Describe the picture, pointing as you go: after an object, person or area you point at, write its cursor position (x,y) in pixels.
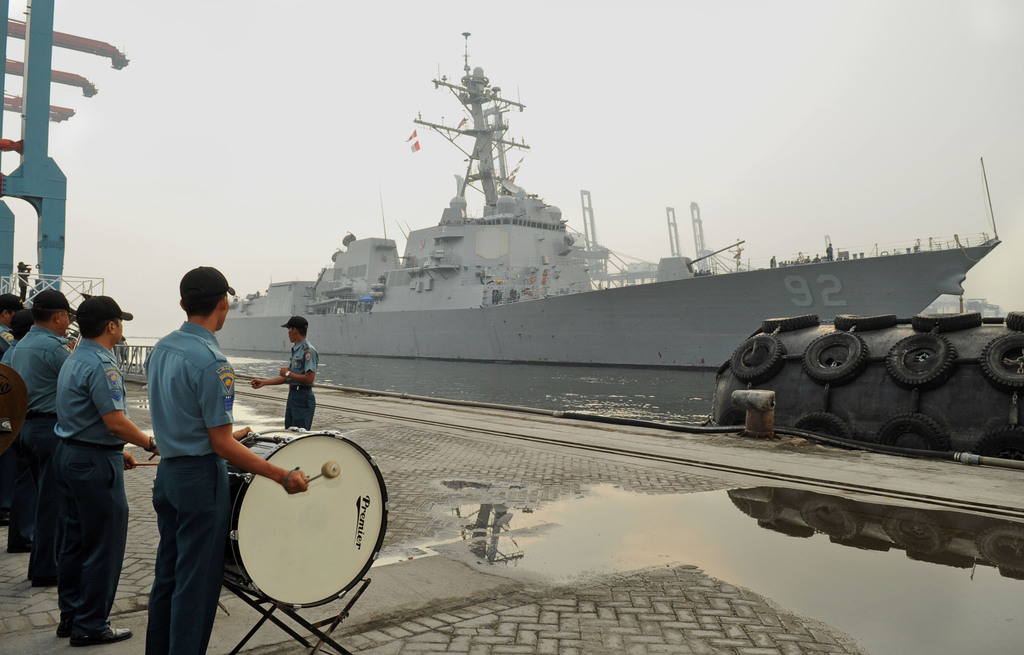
At the top of the picture (517,90) we can see a sky (139,155). This is a ship (829,277). On the road (553,478) we can see water (856,574). At the left side of the picture (170,457) we can see few men (159,483) standing wearing a cap (210,271) and playing drums (270,488). Opposite to them there is one man (307,323) standing.
